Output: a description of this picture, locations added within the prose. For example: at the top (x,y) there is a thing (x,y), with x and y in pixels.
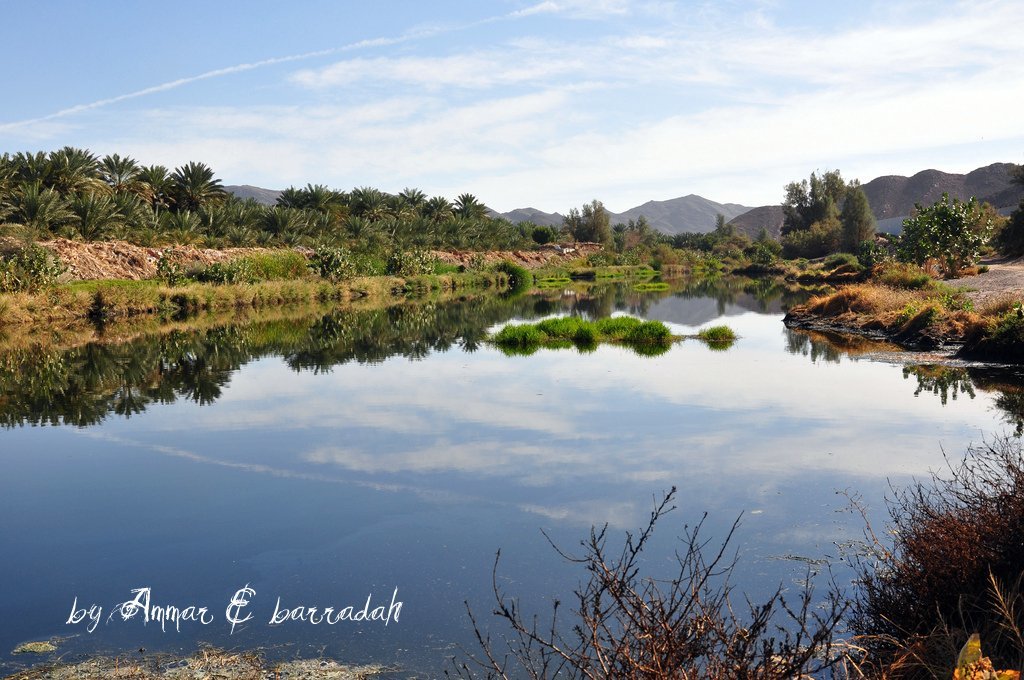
There is water (486,490). Also there are many plants (421,264). In the back (426,221) there are trees (833,238), hills (890,203) and sky (629,80) with clouds (649,142). In the left bottom corner (153,613) there is a watermark (229,628).
